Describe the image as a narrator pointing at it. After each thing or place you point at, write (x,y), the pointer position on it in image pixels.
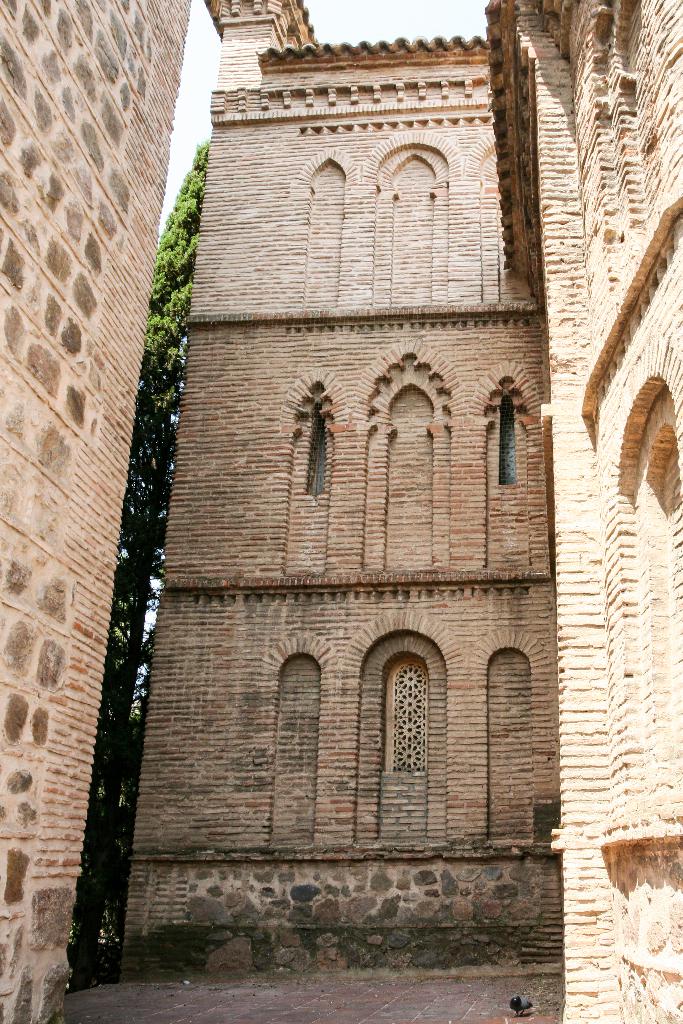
In this image I can see few buildings (70,400) which are brown in color and few trees (139,621). In the background (439,2) I can see the sky (454,12) and I can see a bird (512,1007) on the floor (469,1012).
